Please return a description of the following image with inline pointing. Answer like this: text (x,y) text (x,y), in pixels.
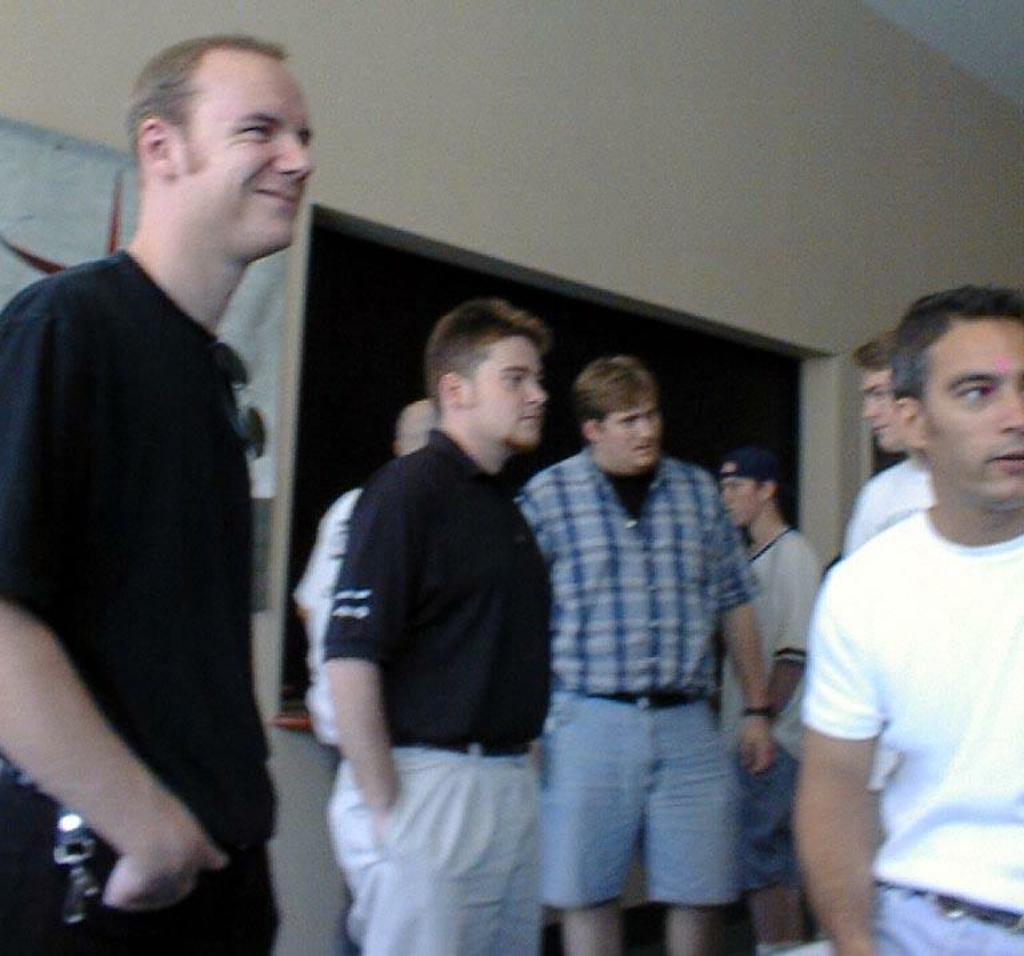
In this image we can see people (421,712) standing. In the background (277,430) there is a wall (688,97) and we can see a board (249,343).
